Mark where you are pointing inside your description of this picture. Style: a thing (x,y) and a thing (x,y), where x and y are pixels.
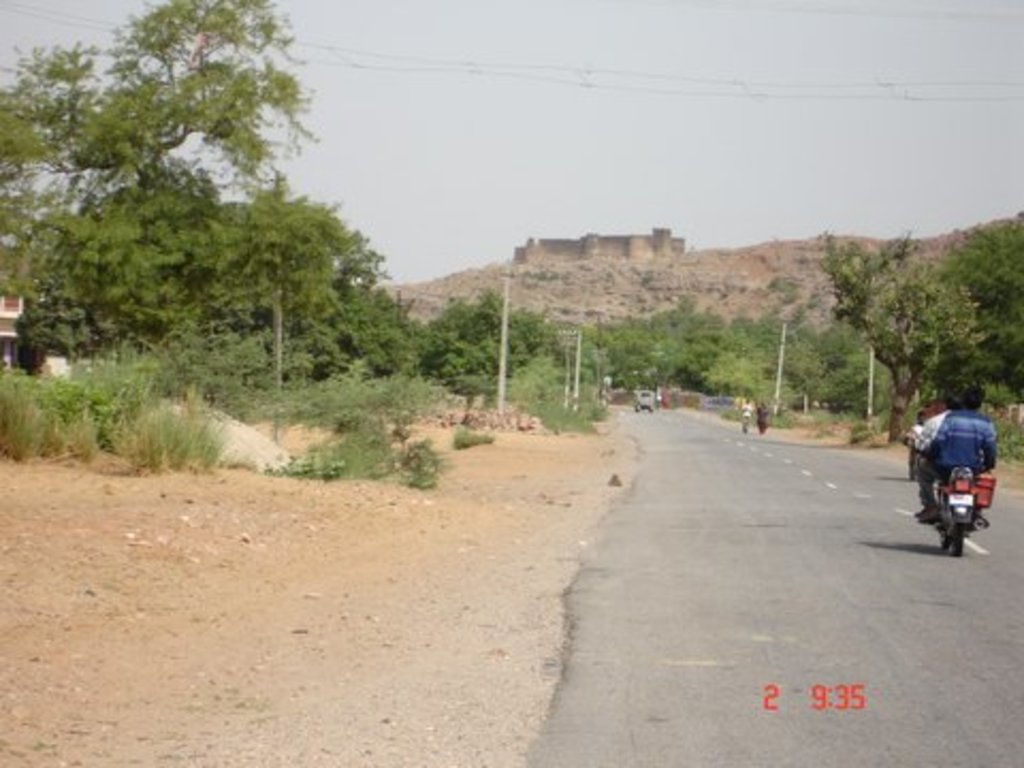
In this picture there are two persons (980,424) riding motorbike (957,555) on the road (932,557) and there are two persons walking and there is a vehicle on the road (712,524) and there are trees (1004,363) and poles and buildings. At the back (550,302) there is a fort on the mountain (636,302). At the top (535,171) there is sky (607,71) and wire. At the bottom (652,713) there is a road (612,533) and there is ground (379,538) and there are plants (321,414).
